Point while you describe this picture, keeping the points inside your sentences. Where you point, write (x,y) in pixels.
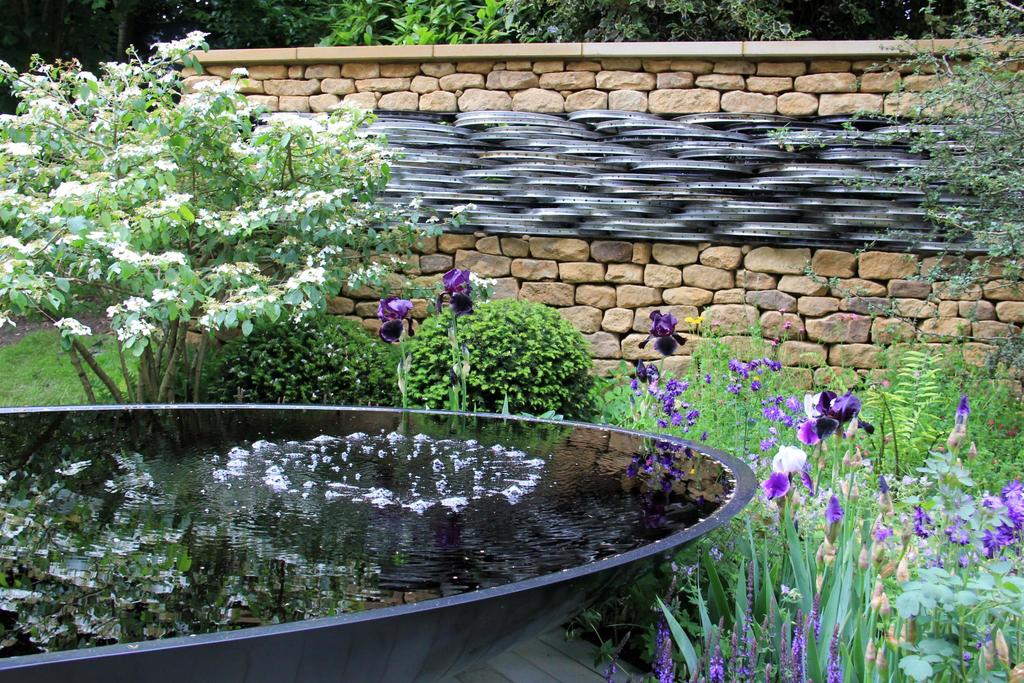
In this image we can see trees (268,35), walls (691,235), plants (852,528), shrubs (168,130) and water (358,464) in the pit (161,445).
